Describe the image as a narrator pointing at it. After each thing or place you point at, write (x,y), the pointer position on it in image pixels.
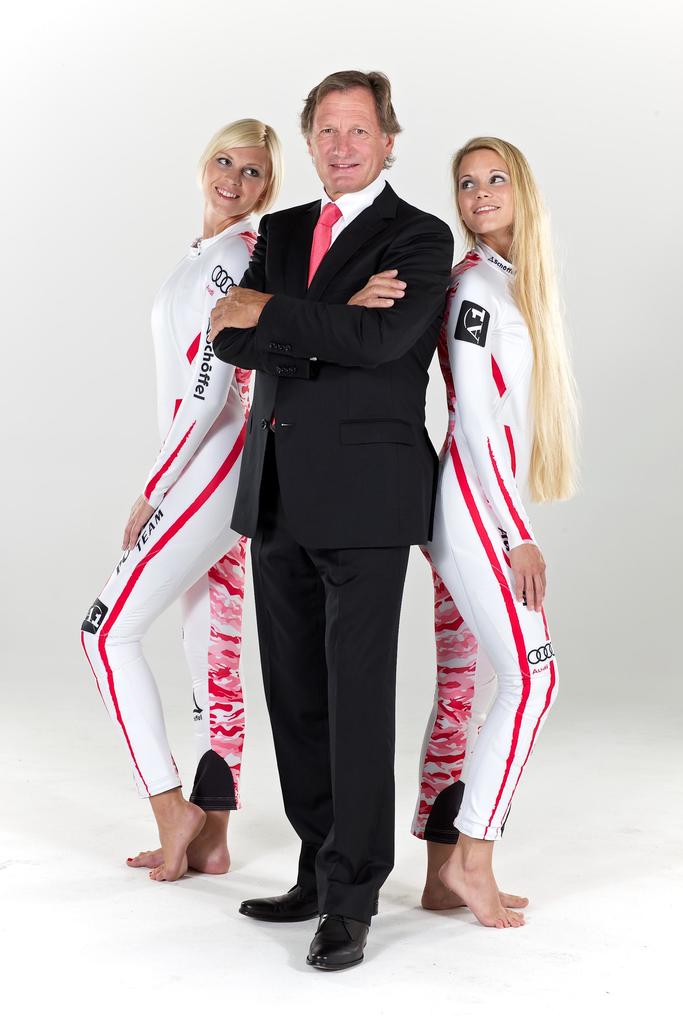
In this image we can see a man (388,382) wearing black suit (386,465) and we can also see two women (512,299) smiling and standing on the floor (327,979).
